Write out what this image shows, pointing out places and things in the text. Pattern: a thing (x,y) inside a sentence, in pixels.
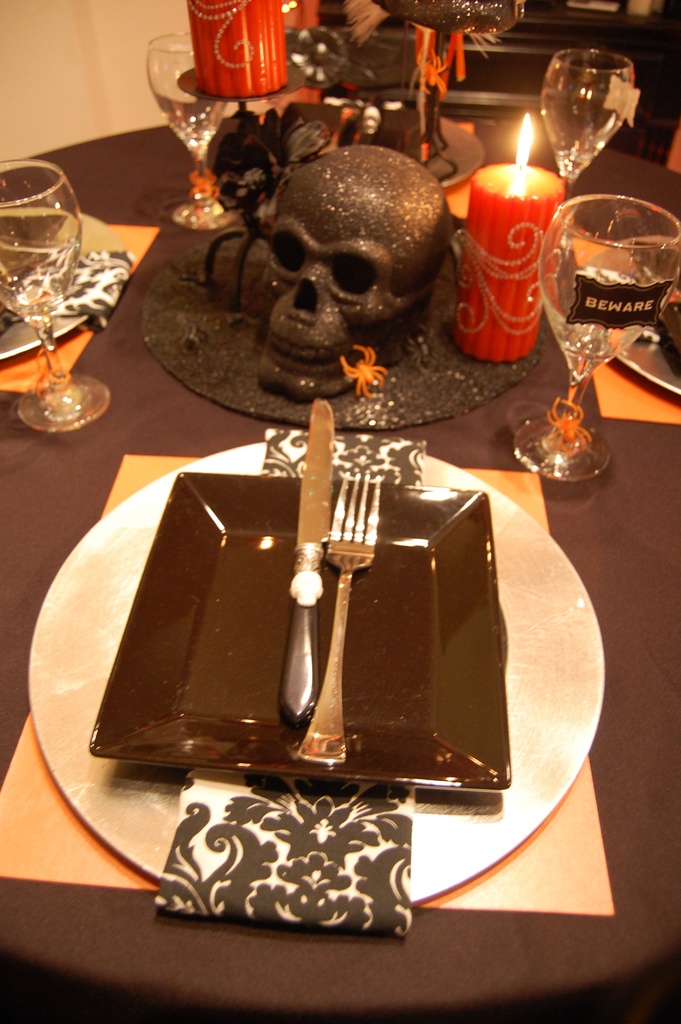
In the image we can see there is a dining table (604,692) on which there is a plate (392,718) which is kept right side up and on it there is a knife (317,488) and fork (333,683). In Front of it there is a skull (323,240) of a human (310,287) beside its a candle (513,245) and in front of it there is a wine glass (582,335) on which its written "BEWARE".
